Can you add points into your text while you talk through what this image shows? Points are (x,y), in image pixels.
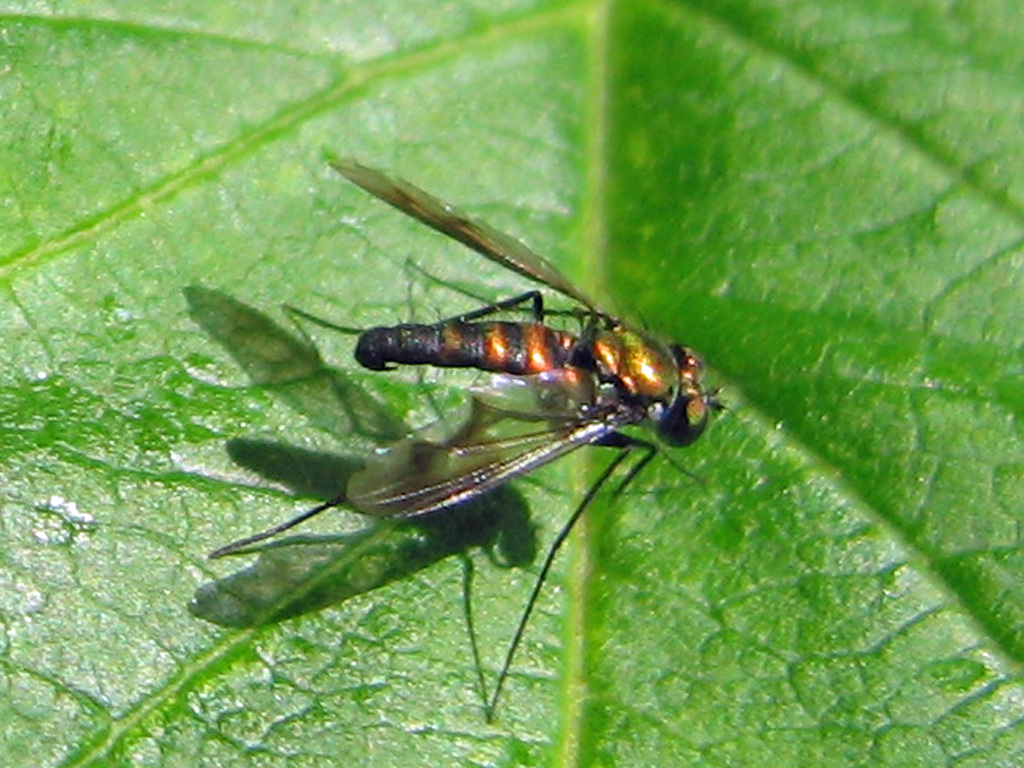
In this picture I can see there is an insect (407,497) on the leaf (500,279) and the insect (448,446) has wings (447,494).
